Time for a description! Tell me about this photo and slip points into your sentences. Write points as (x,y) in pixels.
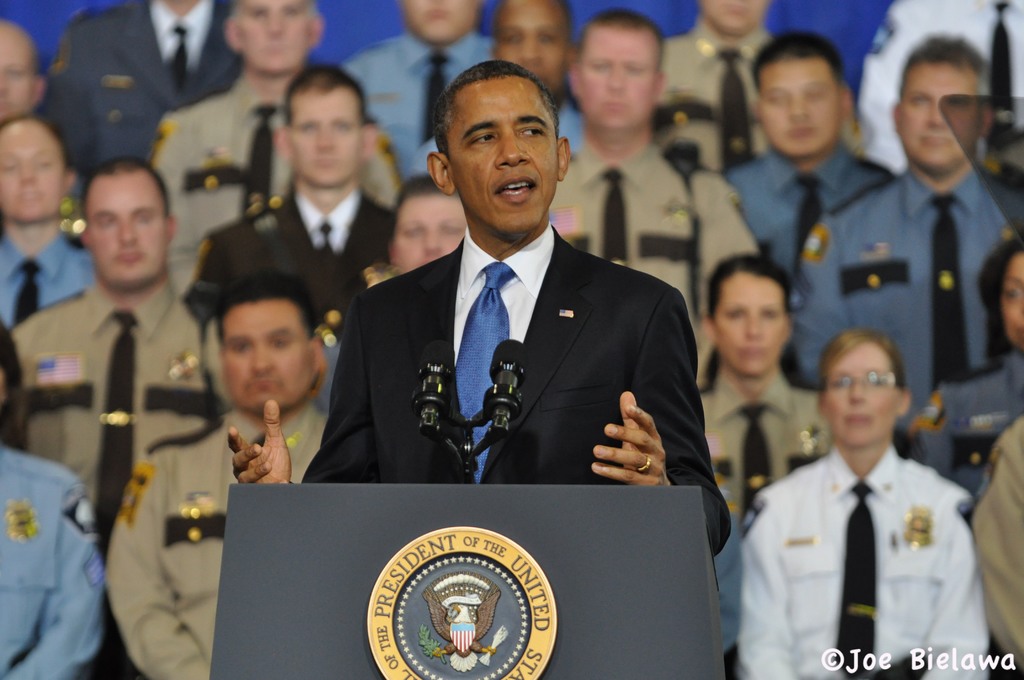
In this image there is a podium (509,578) towards the bottom of the image (486,579), there is text (475,541) on the podium (467,551), there are microphones (442,370), there is a man (558,281) standing, he is talking, there are a group of persons (291,176) standing, there is a wall (843,36) behind the persons (859,646).
